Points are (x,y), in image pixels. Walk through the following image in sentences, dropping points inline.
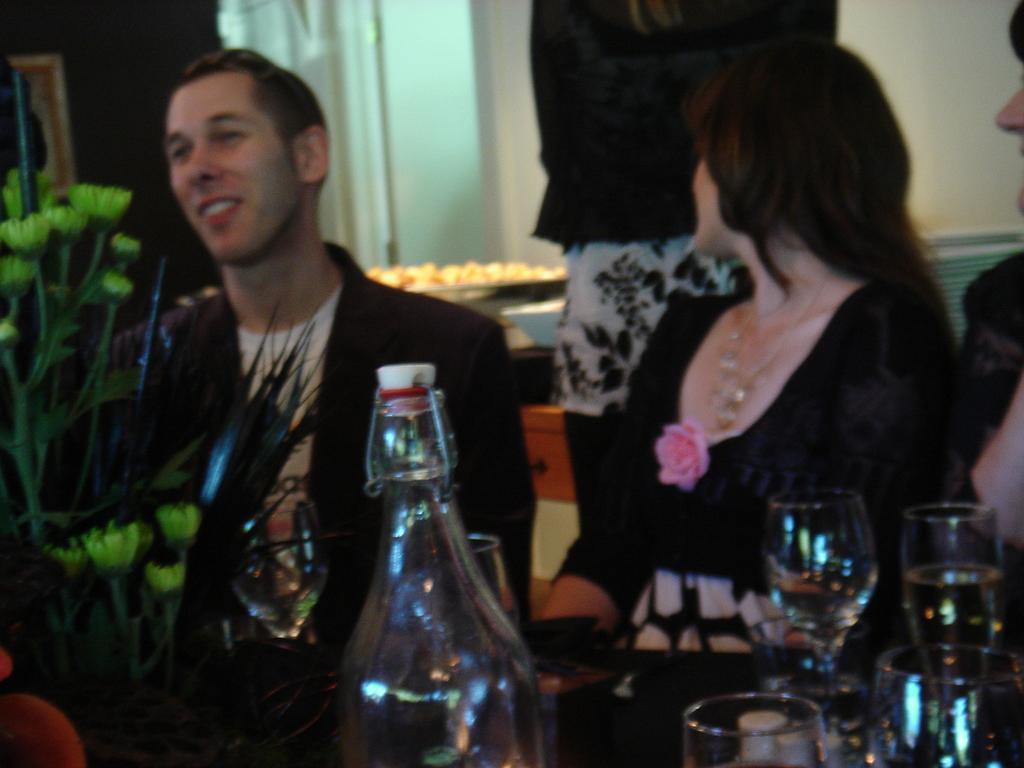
In this picture there are three people (296,270) sitting on the chair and a person (604,193) is standing at the back (670,267). There is a bottle (504,643), few glasses (785,680), plant (141,635) on the table (716,665). A bowl (535,327), plate (441,286) and some food (470,273) is seen on the desk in the background (486,289).
